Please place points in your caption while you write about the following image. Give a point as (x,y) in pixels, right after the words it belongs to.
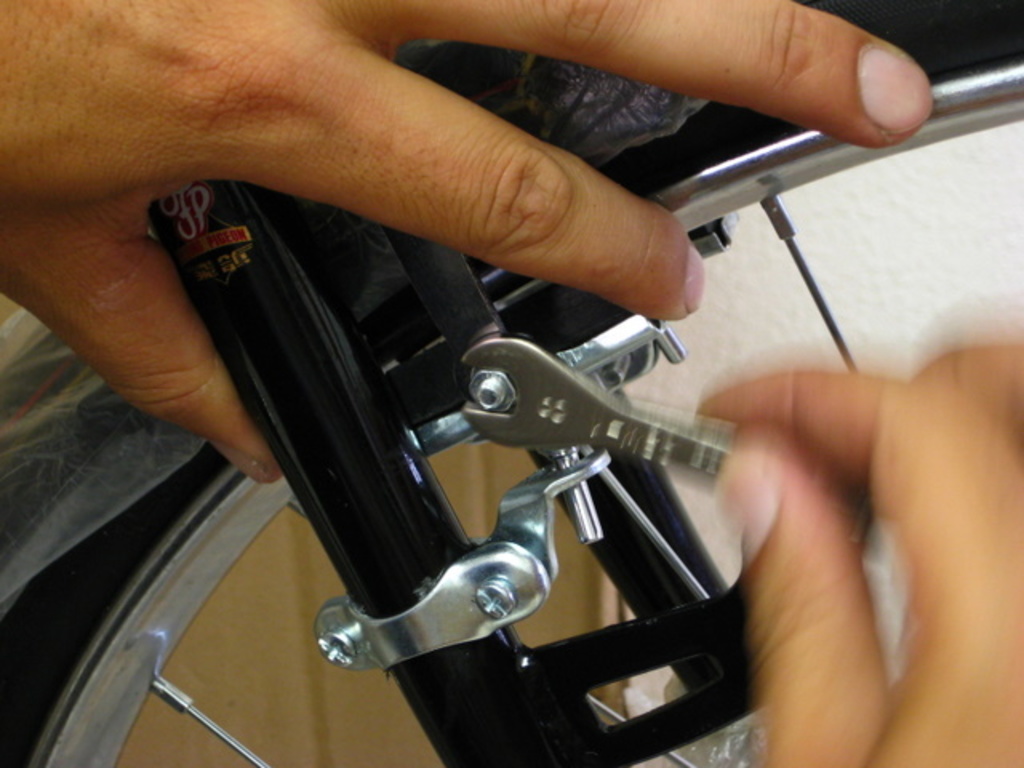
There is a cycle wheel (213,561) in the center (376,303) and a wrench (596,426) in a hand (733,488) and another hand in the image.
